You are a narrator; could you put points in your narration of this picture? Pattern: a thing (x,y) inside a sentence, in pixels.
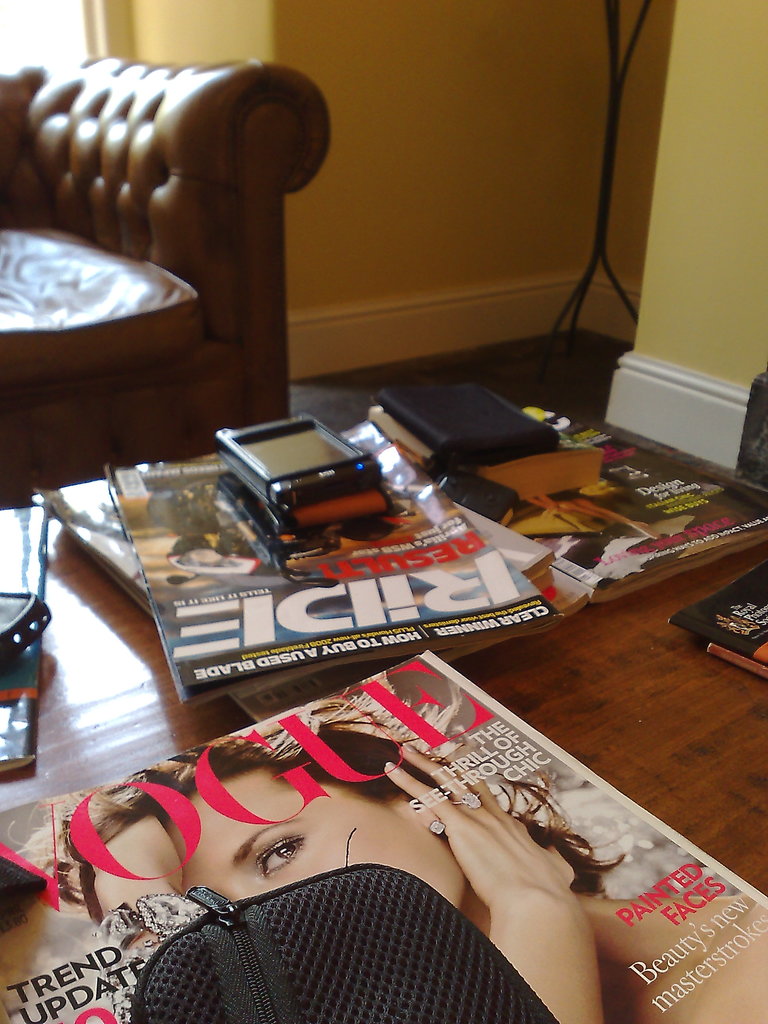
On this table (97,573) there are books (370,787), purse (318,918), and mobile (286,458). Far there is a couch (76,247) in brown color. This wall (509,145) is in yellow color.
